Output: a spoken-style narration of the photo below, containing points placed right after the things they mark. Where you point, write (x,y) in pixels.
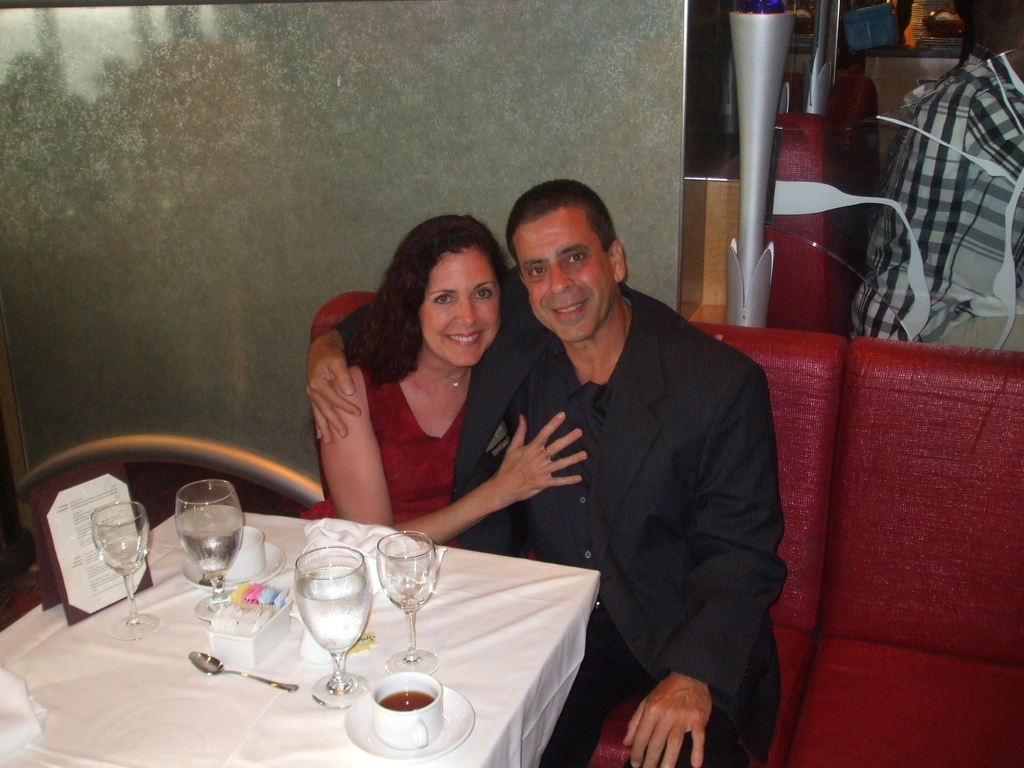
In this Picture we can see a man (643,517) wearing black coat (644,499) and a woman (406,469) wearing red dress (411,465) is sitting on the red couch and giving the smile (570,314) into the camera. In front (33,753) we can see a table (510,556) with white cloth (73,660) on which two water glasses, tissue paper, tea cup (408,695) and spoon (218,661) is seen.
